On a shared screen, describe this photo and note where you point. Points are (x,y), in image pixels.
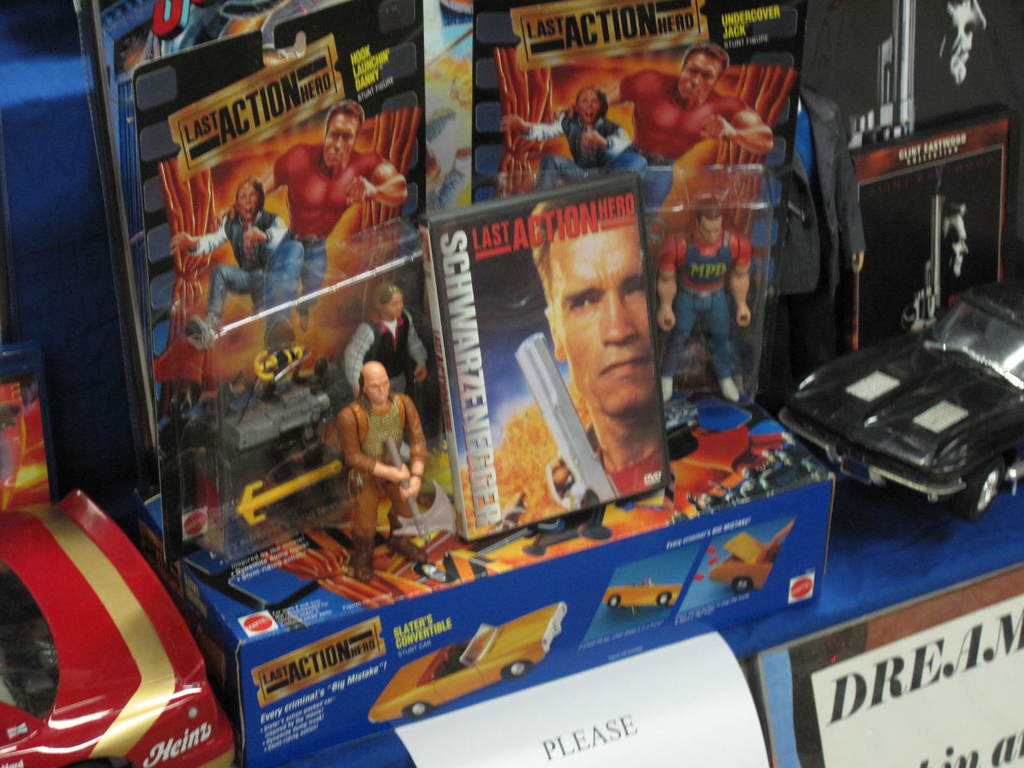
On the right side (938,368) there is a car (826,400). Also there is a box (570,524). On the box (570,524) there is a toy (373,449) holding something in the hand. Also there are posters (501,178). There are some notices (717,680). On the posters (378,167) there are animated characters (605,131).
